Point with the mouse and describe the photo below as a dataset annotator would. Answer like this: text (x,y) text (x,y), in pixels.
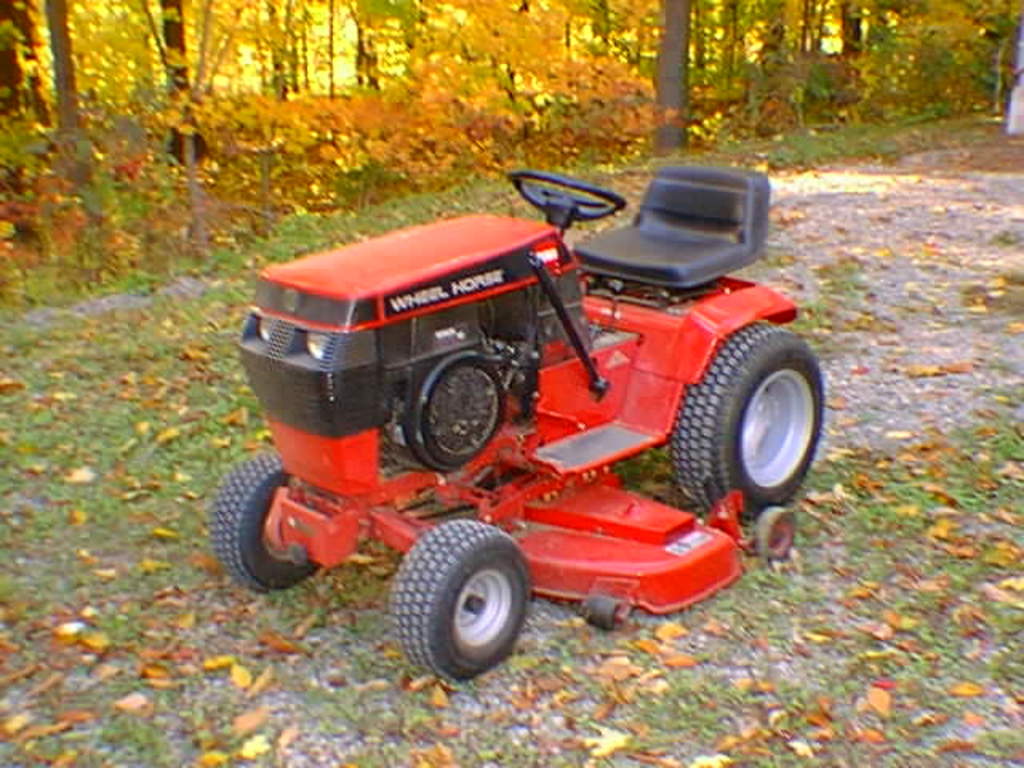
In the center of the image (447,375) we can see a vehicle (507,364). In the background (282,132) there are trees (863,91). At the bottom (144,699) we can see leaves (604,716).
